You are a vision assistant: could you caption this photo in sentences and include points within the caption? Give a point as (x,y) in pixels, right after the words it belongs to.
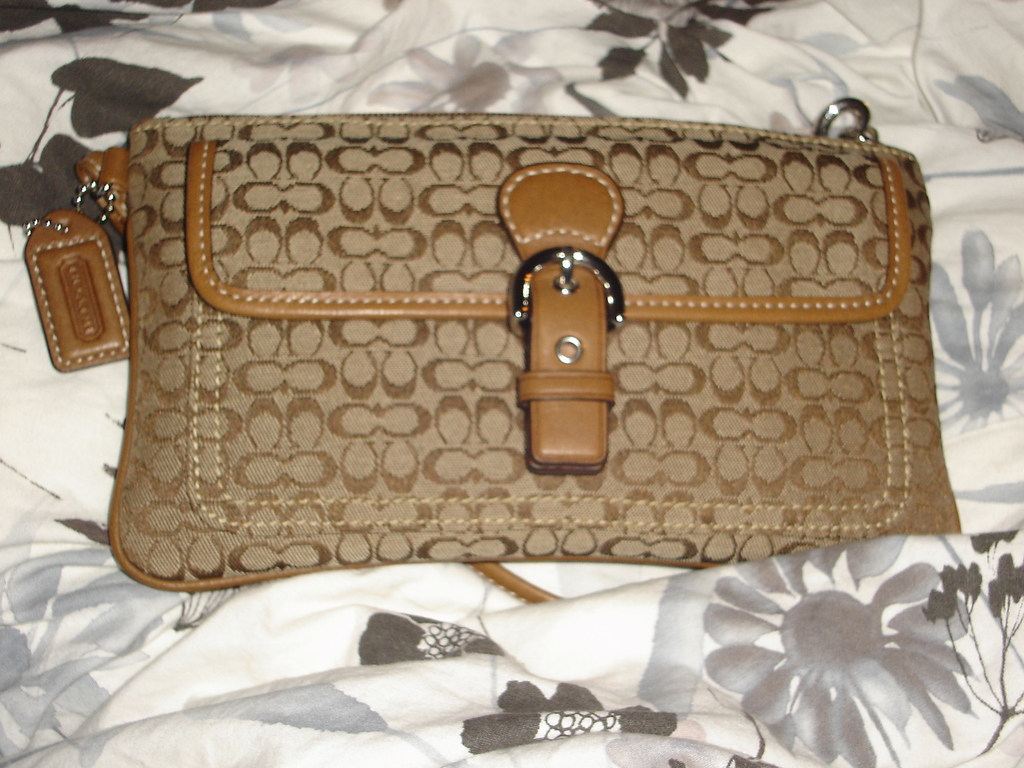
Here we see a handbag (534,132).
